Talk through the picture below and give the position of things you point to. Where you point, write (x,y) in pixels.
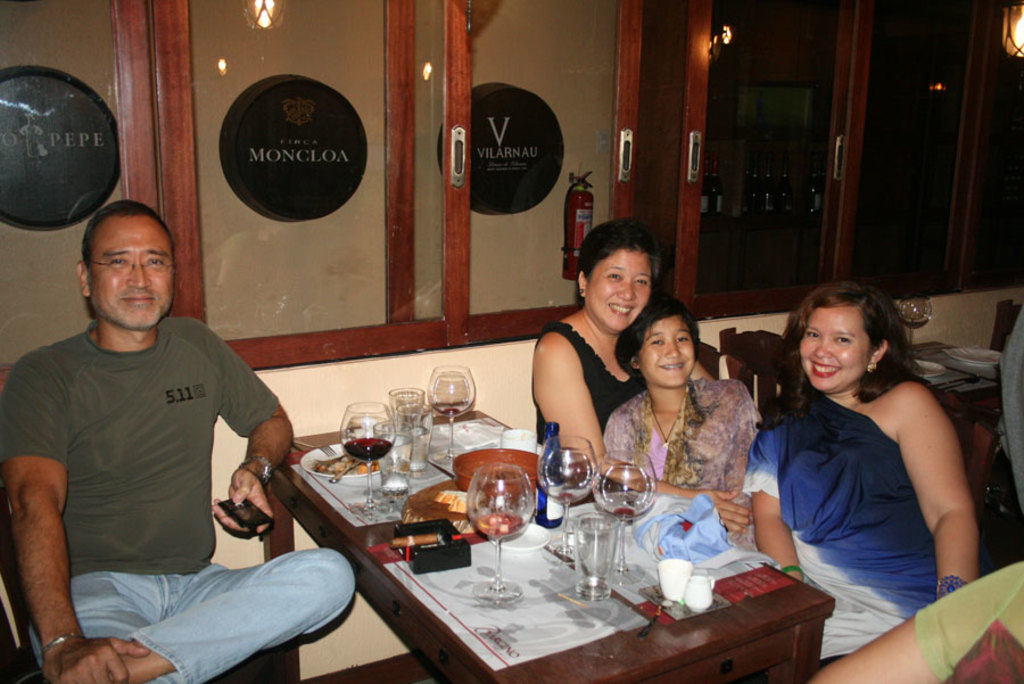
It seems to be the image is inside the restaurant (439,419). In the image there are four people (687,392) sitting on chair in front of a table (360,535). On table (319,537) we can see a glass (492,486) with some liquid content (372,456), plate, spoon (347,469), food (333,465), cloth (714,542) in background (500,320) there is a window (661,240) which is closed and a fire extinguisher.
